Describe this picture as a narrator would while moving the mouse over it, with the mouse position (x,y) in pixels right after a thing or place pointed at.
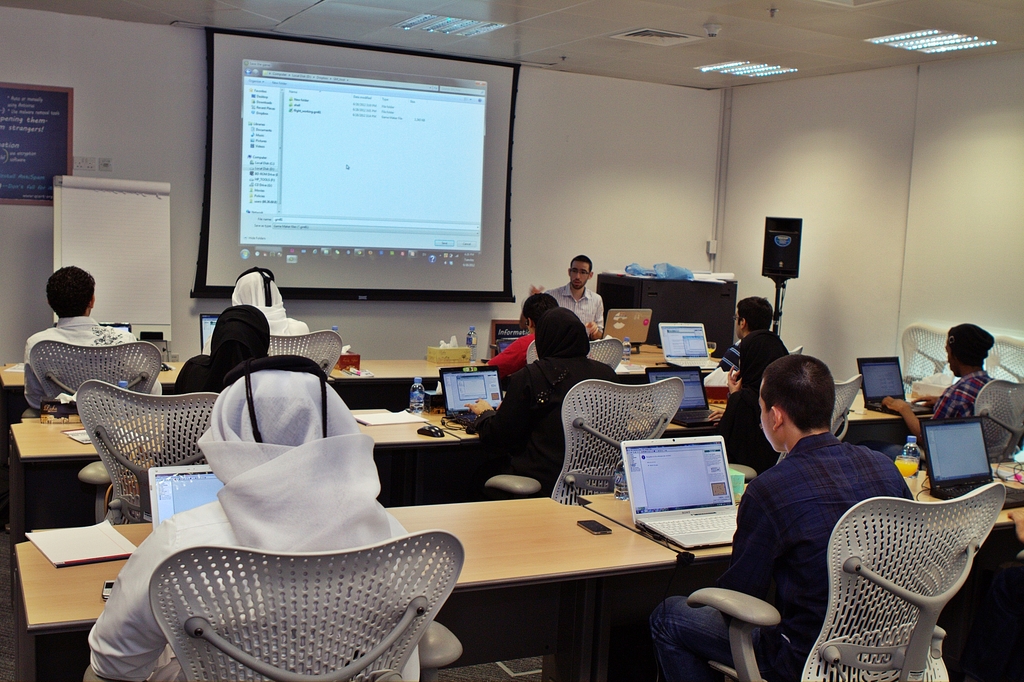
This picture is clicked in a classroom (451,241). The classroom (621,525) is filled with tables (469,536), chairs (275,571) and people (522,428). To the left side (190,527) there is a person (295,409) wearing white robe (194,542). To the right (766,472) there is another person (779,484) wearing a blue check shirt (803,479) and staring at the laptop (730,502). Most of the persons (743,333) are working on the laptop (653,377). In the top (492,184) there is a projector screen (419,174). In the top (570,59) there is a ceiling (588,53).
